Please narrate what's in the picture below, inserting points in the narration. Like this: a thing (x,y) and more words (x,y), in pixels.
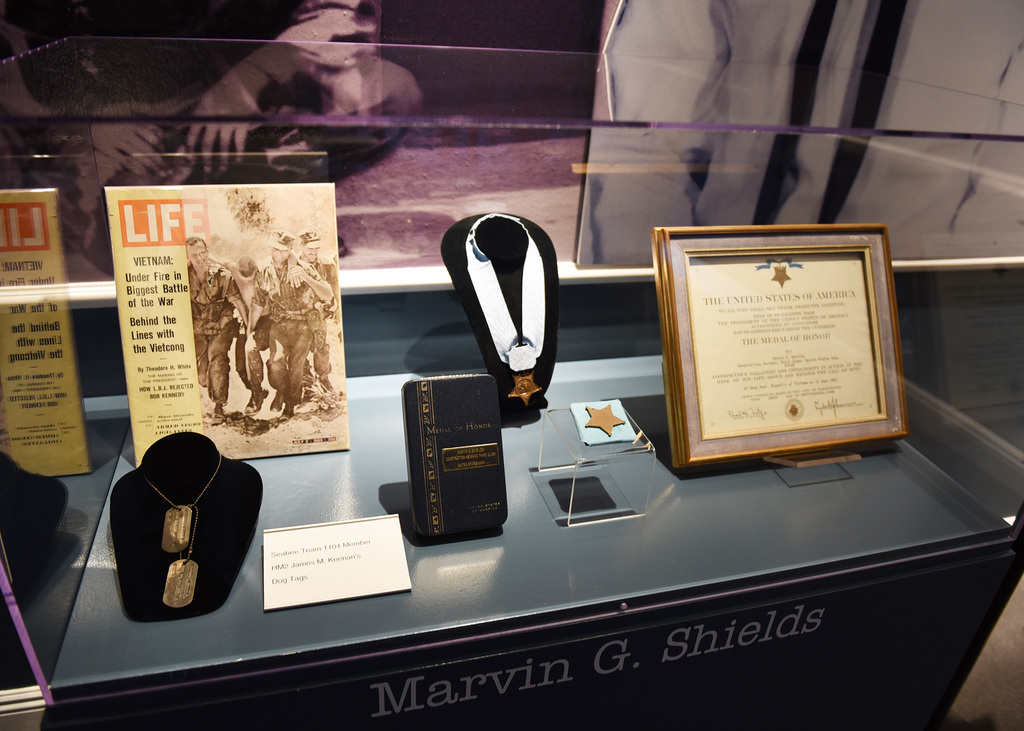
In this image there is a showcase (435,564) in that there are medals (496,309) and certificates (856,268).
